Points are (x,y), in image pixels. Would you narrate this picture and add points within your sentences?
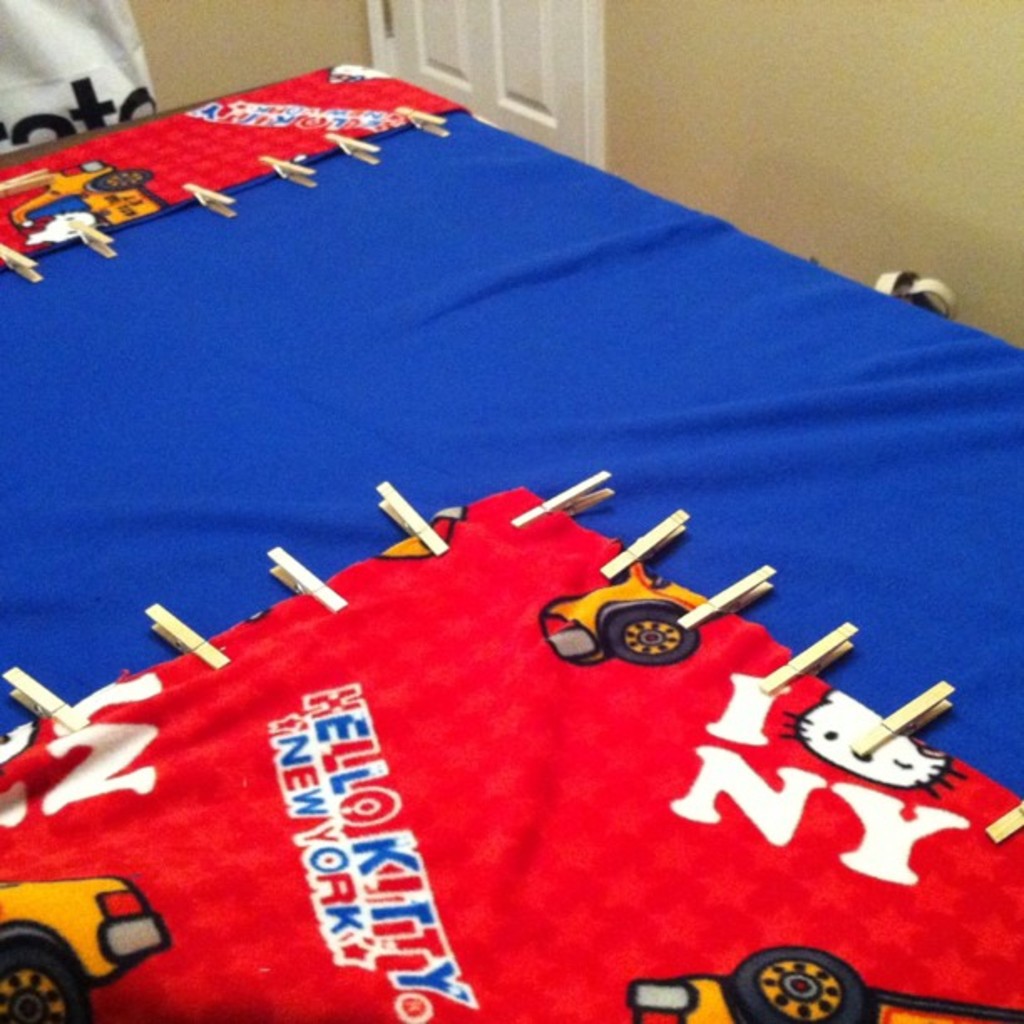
In this image, we can see a table (571,298) which is covered with a blue color cloth (419,281), in the background (477,87) there is a white color door (497,52) and there is a cream color wall (791,90).
